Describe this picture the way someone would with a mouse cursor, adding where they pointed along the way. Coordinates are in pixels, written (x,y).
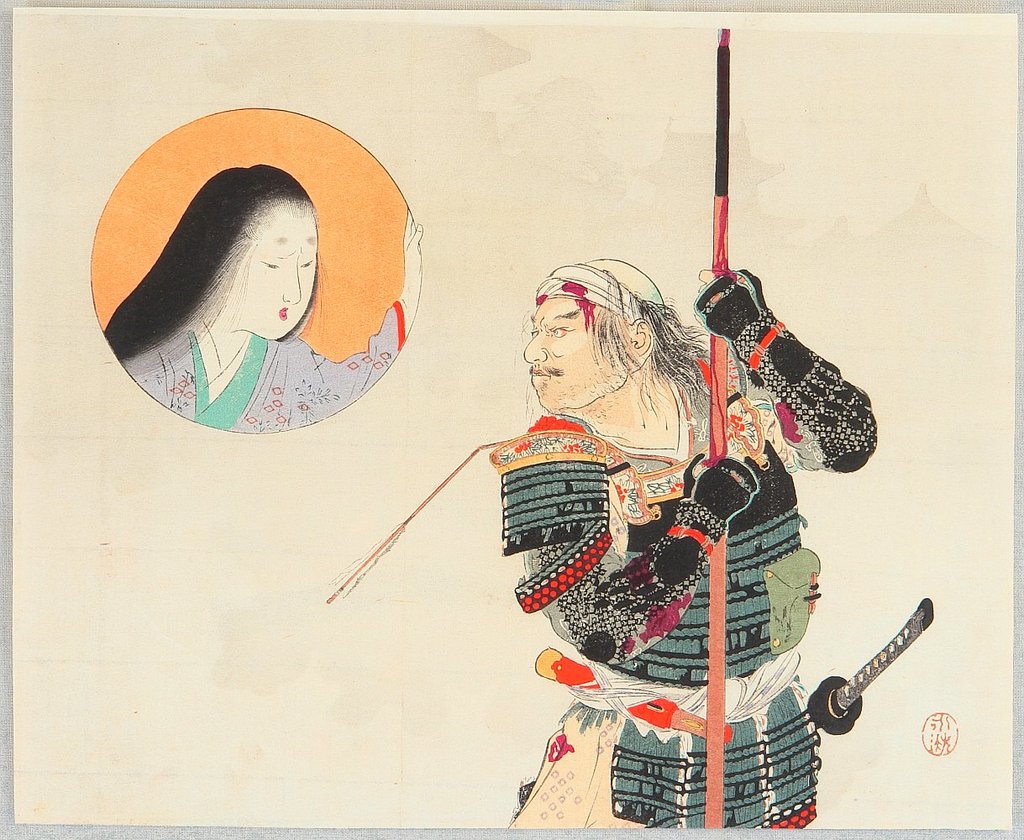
In this image we can see a painting (325,325) of two persons (666,633), one of them is holding a stick (720,406).
